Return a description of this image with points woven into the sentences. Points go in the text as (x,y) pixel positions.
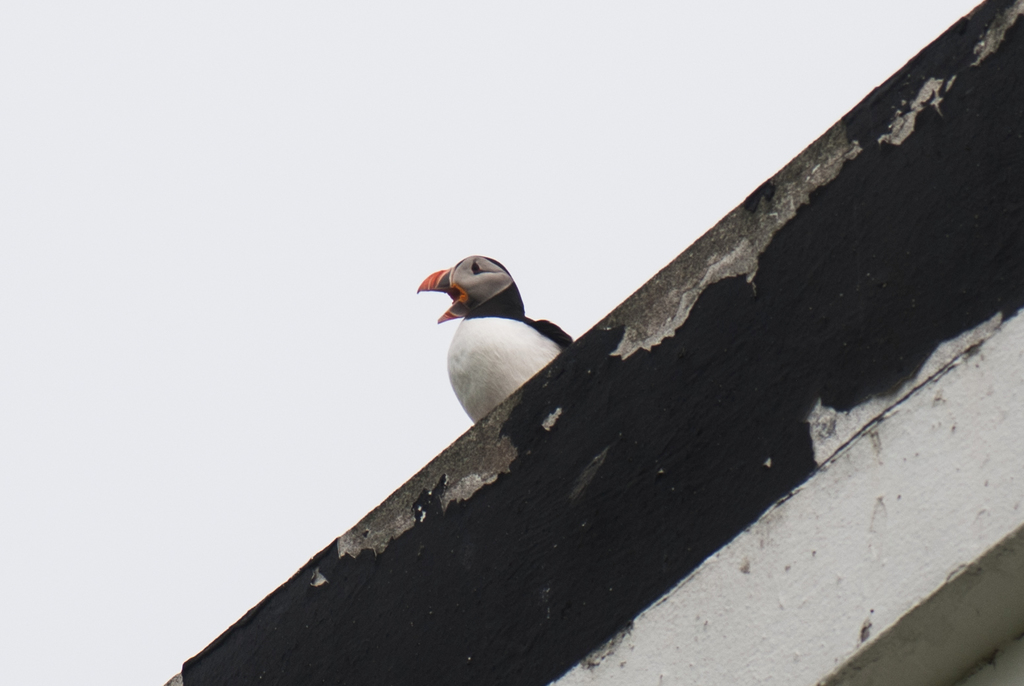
In this image we can see a bird (480,324) on the wall (663,404). At the top of the image (381,120), we can see the sky (350,63).
